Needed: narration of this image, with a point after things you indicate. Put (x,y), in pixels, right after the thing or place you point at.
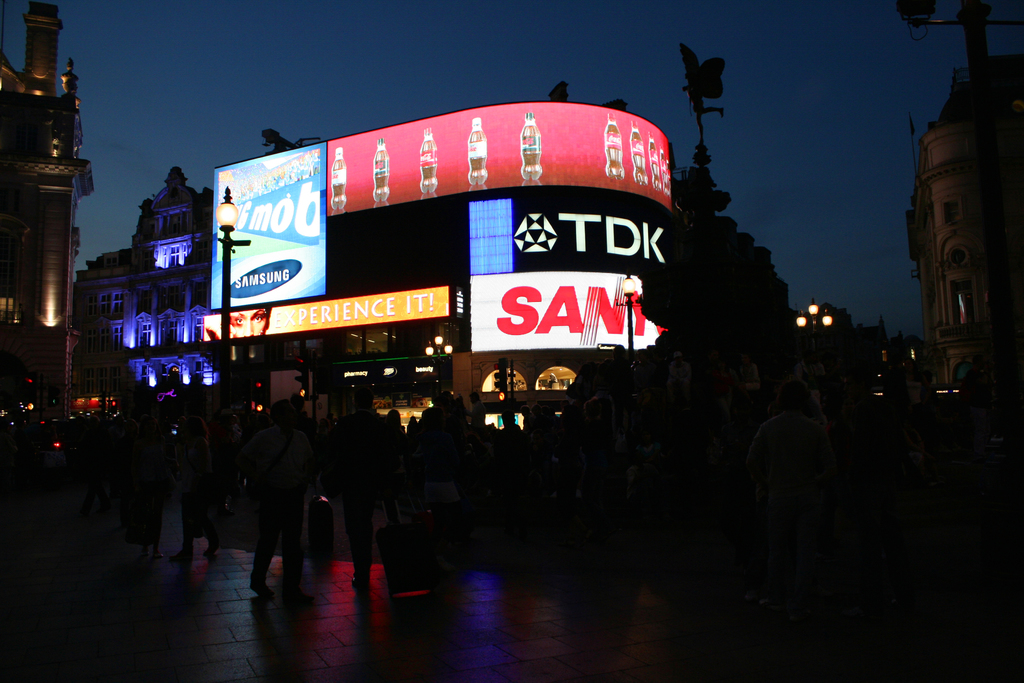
In this image we can see a group of people (352,556) standing on the road (460,554). On the backside (484,269) we can see some buildings (288,348), poles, statue (720,320), traffic lights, street poles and the sky (752,199).
